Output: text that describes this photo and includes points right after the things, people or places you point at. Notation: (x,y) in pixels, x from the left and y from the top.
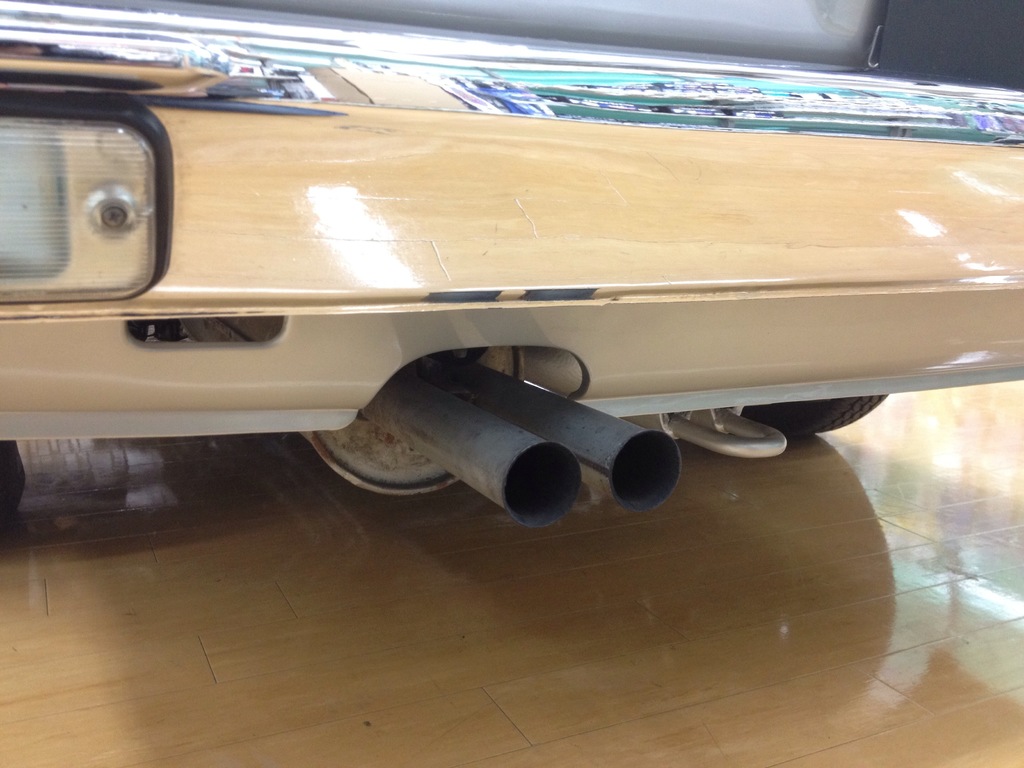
This picture is taken at the backside of the vehicle (571,261). In the center (621,436), there are two tubes (635,480).
